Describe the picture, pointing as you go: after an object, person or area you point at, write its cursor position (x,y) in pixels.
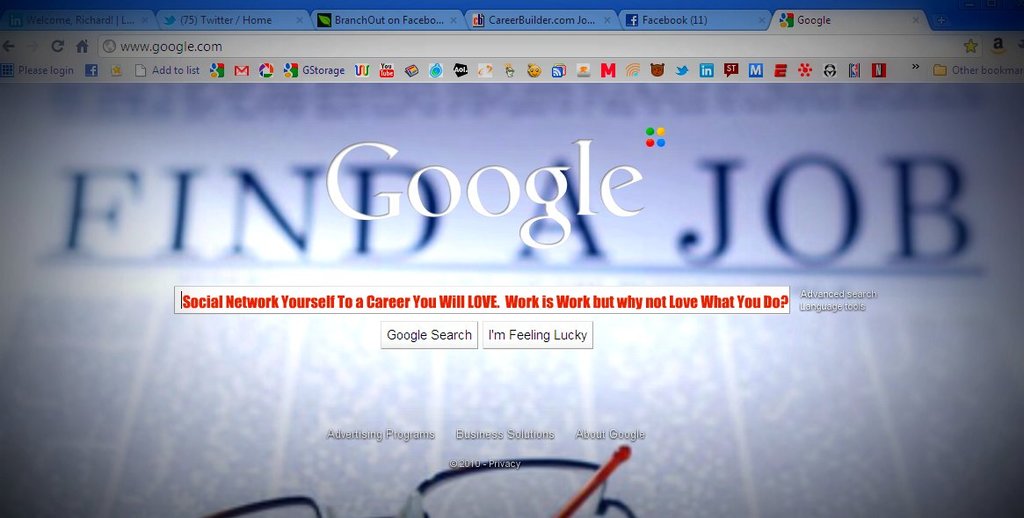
It is the screenshot image where there is some text (479,202) in the middle (457,196). At the top (206,20) there are few tabs (299,17) which are opened side by side. In the middle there are few icons (679,71). At the bottom (447,475) there are spectacles (485,482). In the background (129,389) it looks like an article (157,400) about the jobs.
